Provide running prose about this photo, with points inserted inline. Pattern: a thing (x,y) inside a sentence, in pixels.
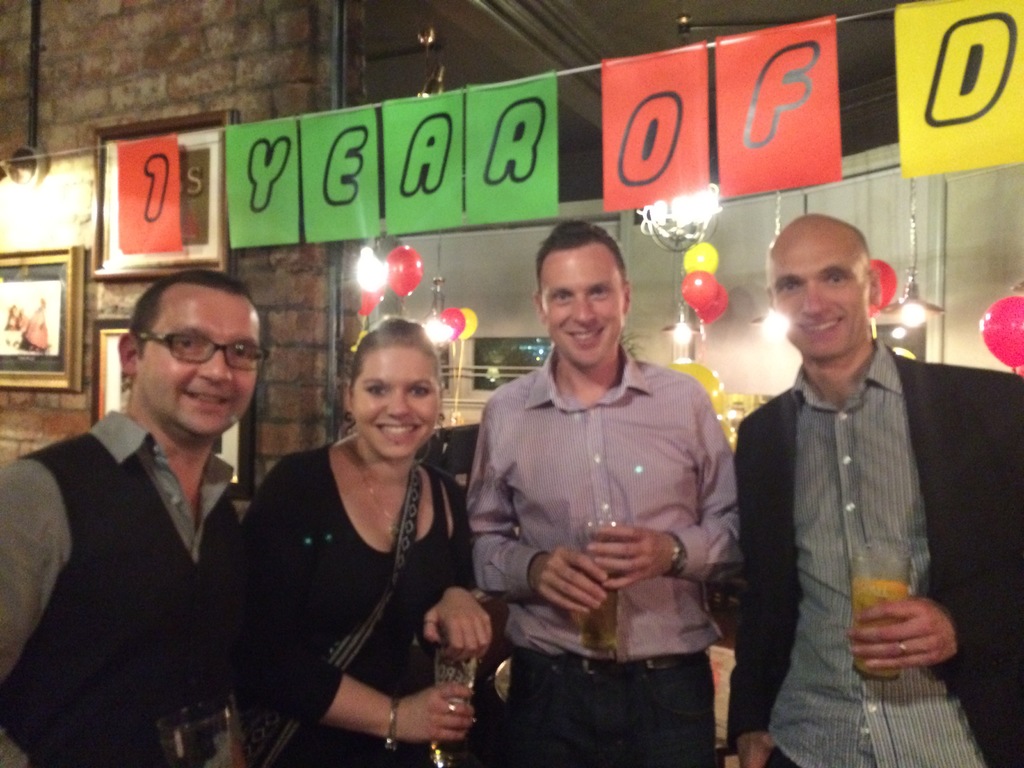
In the center of the image (445,493) we can see four people (502,552) are standing and they are smiling, which we can see on their faces (845,303). And they are holding glasses (861,584). Among them, we can see one woman (468,540) wearing a bag (392,581). In the background (375,248) there is a wall (632,219), photo frames (222,202), balloons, lights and a few other objects (277,220).
